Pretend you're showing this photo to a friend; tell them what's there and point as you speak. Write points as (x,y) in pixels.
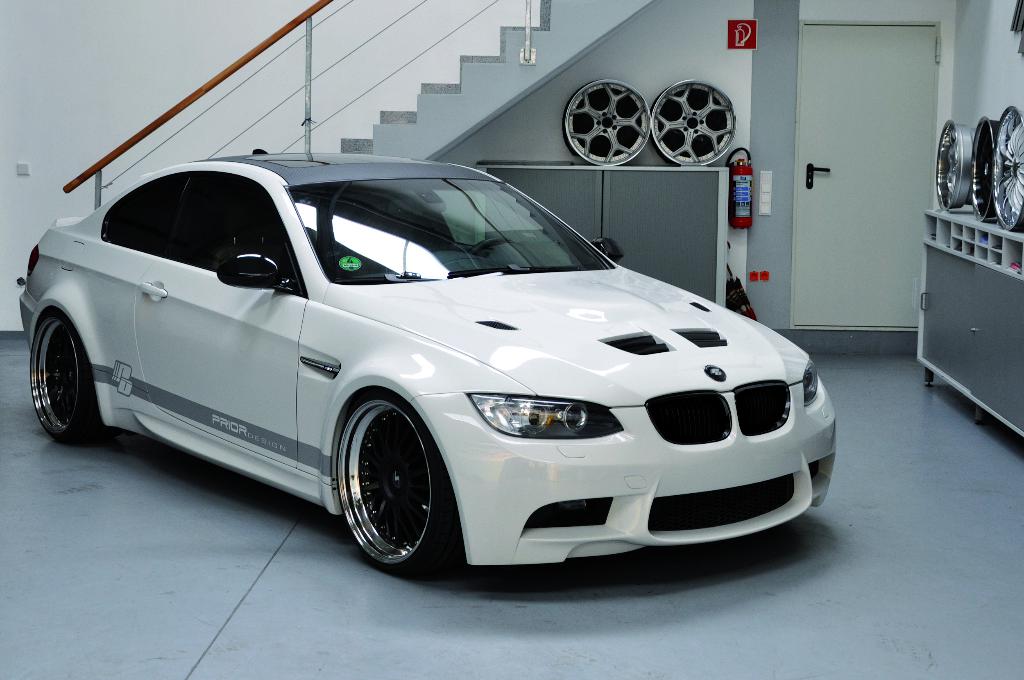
In this image we can see a car (324,266) parked on the floor (895,436). In the background (991,324), we can see staircase (556,29), cupboards (982,298) and some wheels (576,136) along with a fire extinguisher (743,203) on the wall (754,247).
